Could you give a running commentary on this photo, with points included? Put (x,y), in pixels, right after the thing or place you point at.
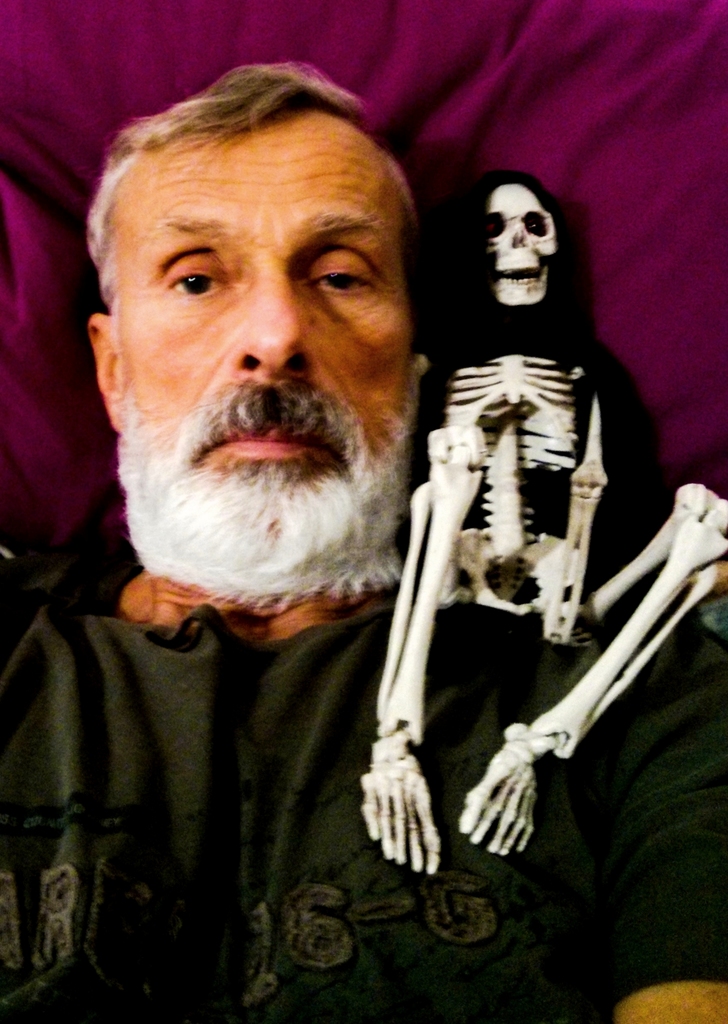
Here we can see a man (344,523) and a skeleton (672,527). This is cloth (93,86).
